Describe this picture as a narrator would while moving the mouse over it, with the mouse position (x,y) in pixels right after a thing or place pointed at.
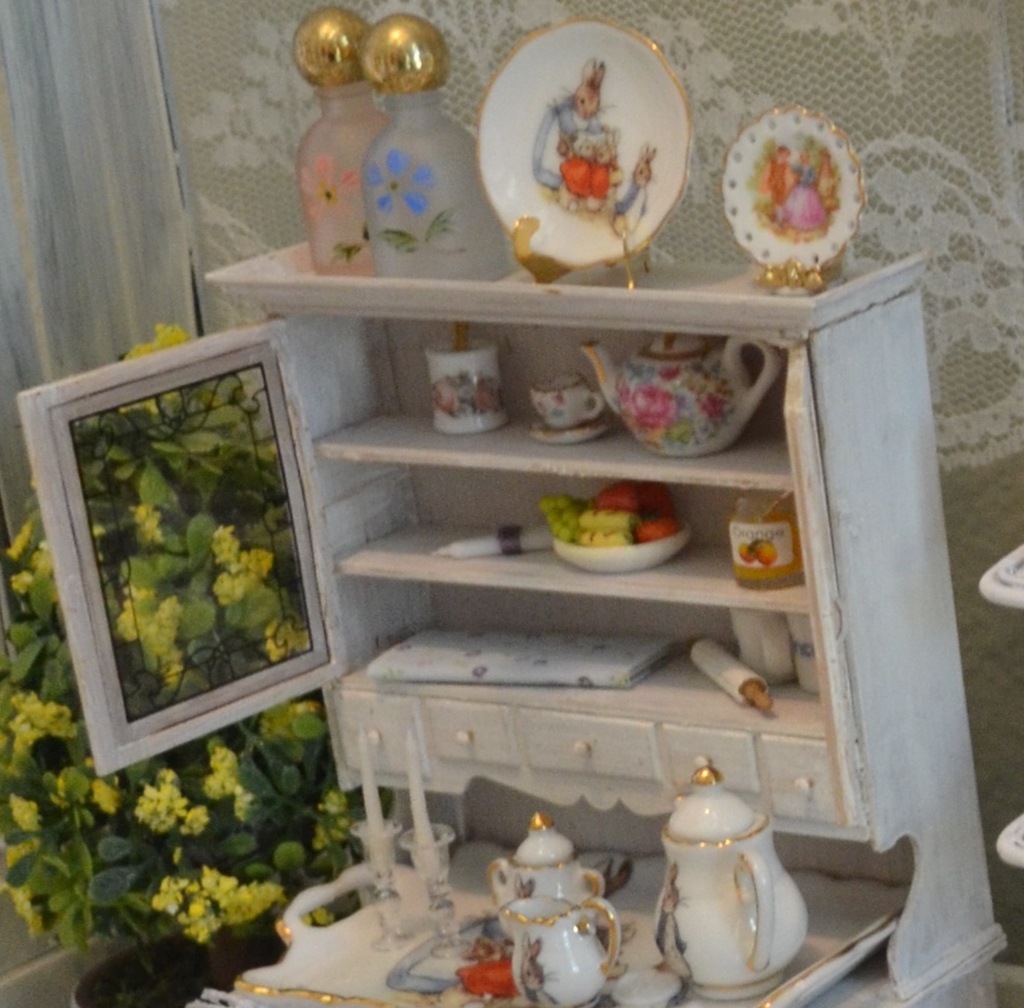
There are plates (538,110), bottles (436,275), cups (553,397) and other objects (686,402) arranged on the shelves (425,281). Beside them, there is a plant (115,920) having yellow color flowers (215,532). In the background (298,124), there is a white color curtain (211,120).
